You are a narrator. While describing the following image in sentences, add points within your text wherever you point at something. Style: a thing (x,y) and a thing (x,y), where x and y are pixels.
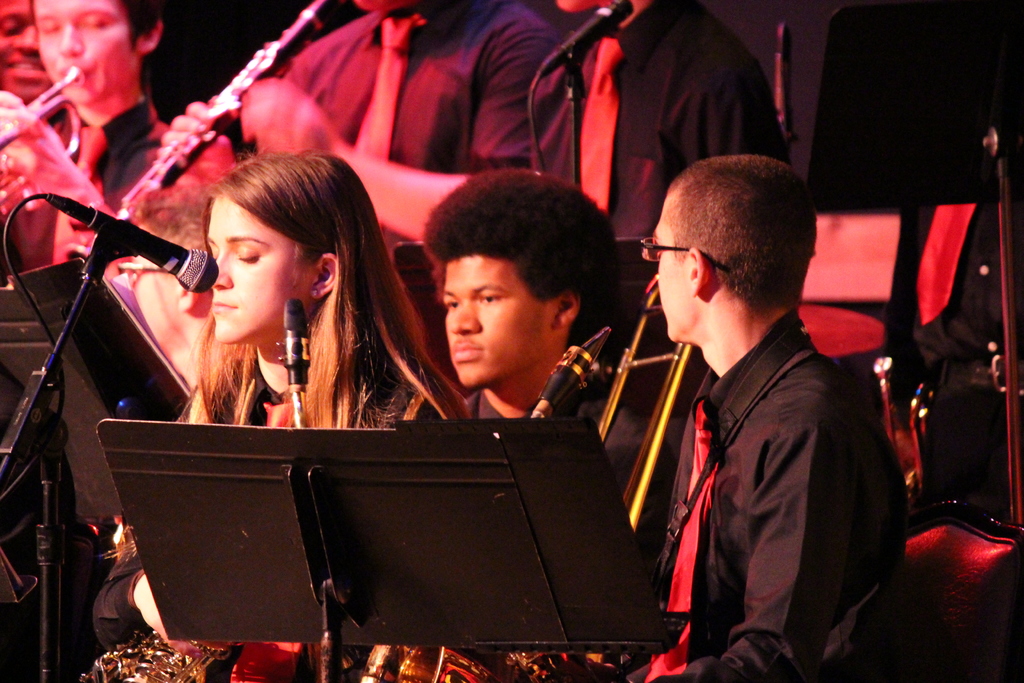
In this image, we can see three persons (552,283) wearing clothes (603,398) and sitting in front of the mic (189,275). There are two persons (121,48) in the top left of the image (132,54) holding musical instruments (228,120). There is a mic (551,67) at the top of the image (560,48).
